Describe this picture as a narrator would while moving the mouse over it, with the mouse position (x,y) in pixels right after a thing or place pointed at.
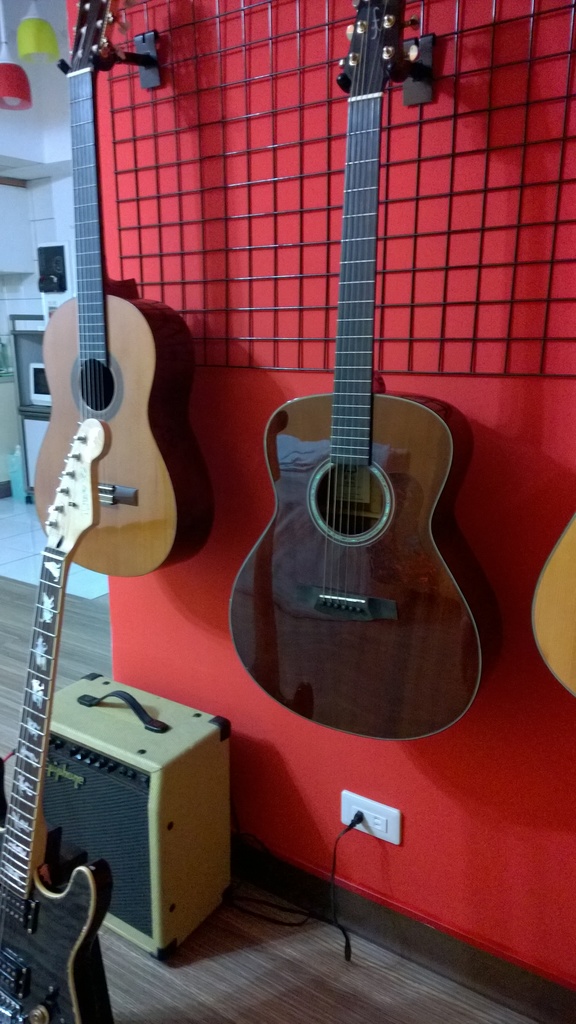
In this image i can see few guitars (315,582), floor (281,979) and an amplifier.
